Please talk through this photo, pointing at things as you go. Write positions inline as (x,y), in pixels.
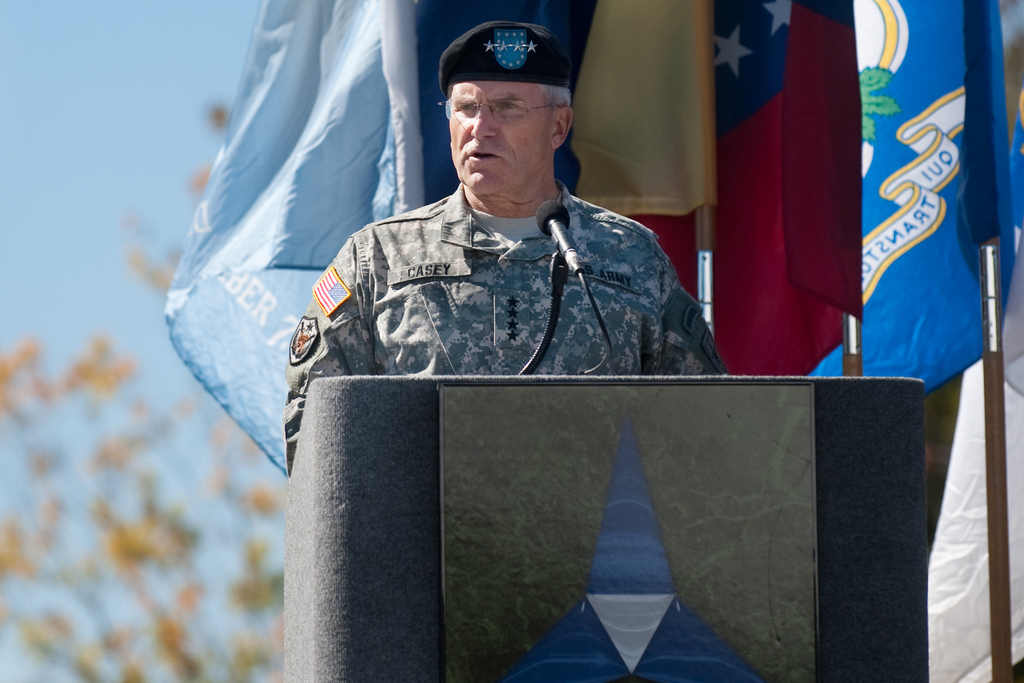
In this image there is a podium (472,379) with a board (512,652) and mike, a person (519,329) standing near the podium (363,463), flags (544,9) with the poles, and in the background (129,178) there is a tree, sky (4,238).
